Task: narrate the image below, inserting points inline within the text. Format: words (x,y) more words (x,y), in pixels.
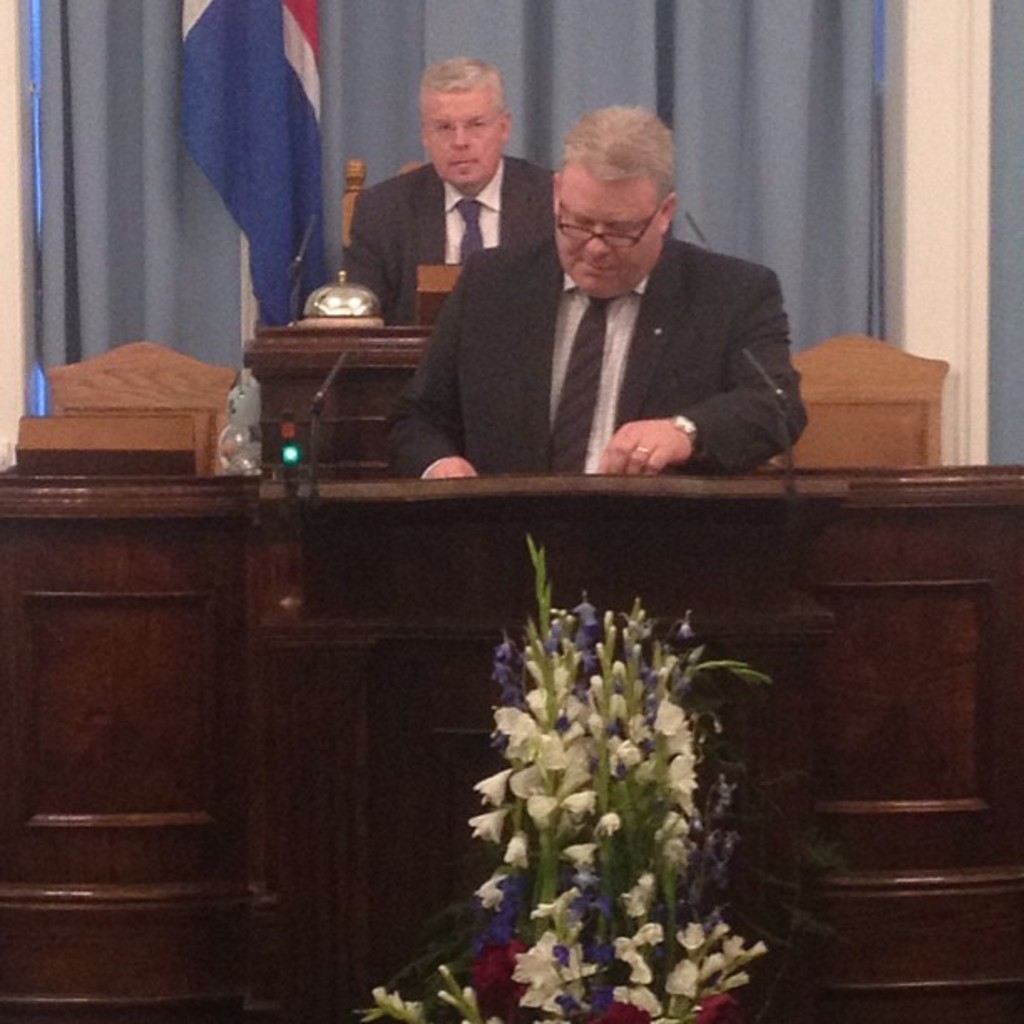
In this image we can see two persons (709,354) one standing at a podium (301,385) on which flowers (564,907) and two microphones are attached. In the background (232,87) we can see a flag (270,70) and curtains (688,76).
